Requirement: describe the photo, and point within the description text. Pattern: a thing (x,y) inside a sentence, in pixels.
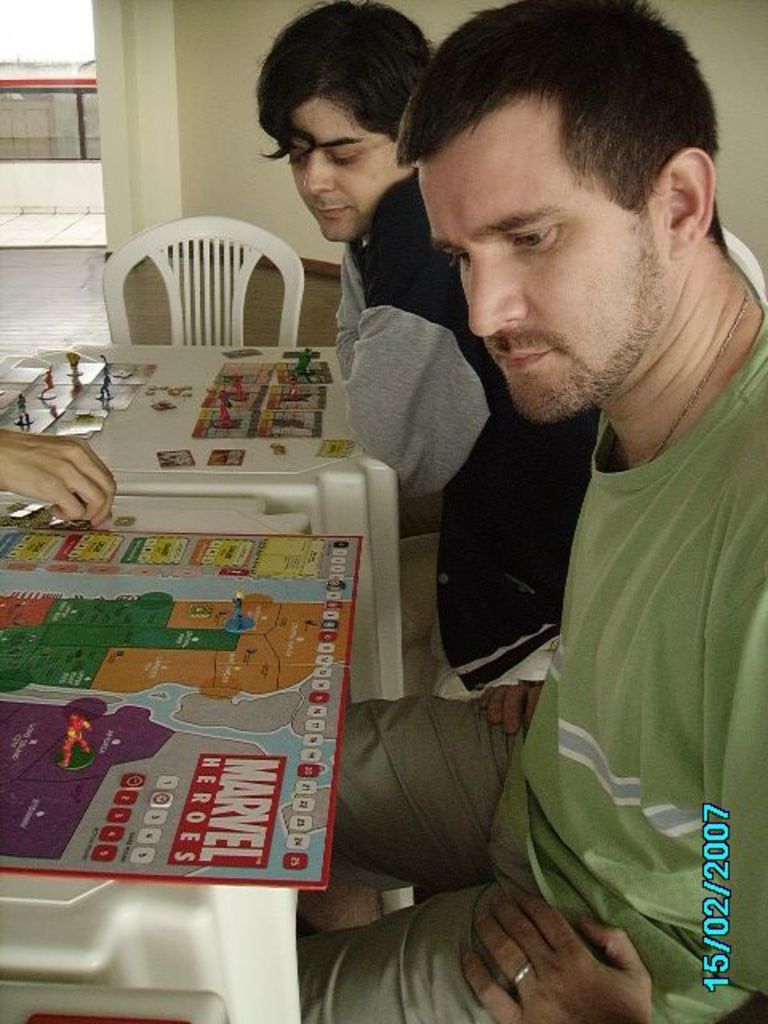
As we can see in the image there two men (465,483) sitting on the chair (729,244). In Front of them there is a table (240,660) on which there is card (214,664) on which its written "Marvel Heroes". Its a game board (189,686) on which there are two toys (81,757) on the different maps (111,724) and beside the table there is another table (150,430) on which there are different toys (21,397) on the sheet of card (234,411) and beside the table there is a chair (228,292) and we can see over here there is a hand (65,488).
